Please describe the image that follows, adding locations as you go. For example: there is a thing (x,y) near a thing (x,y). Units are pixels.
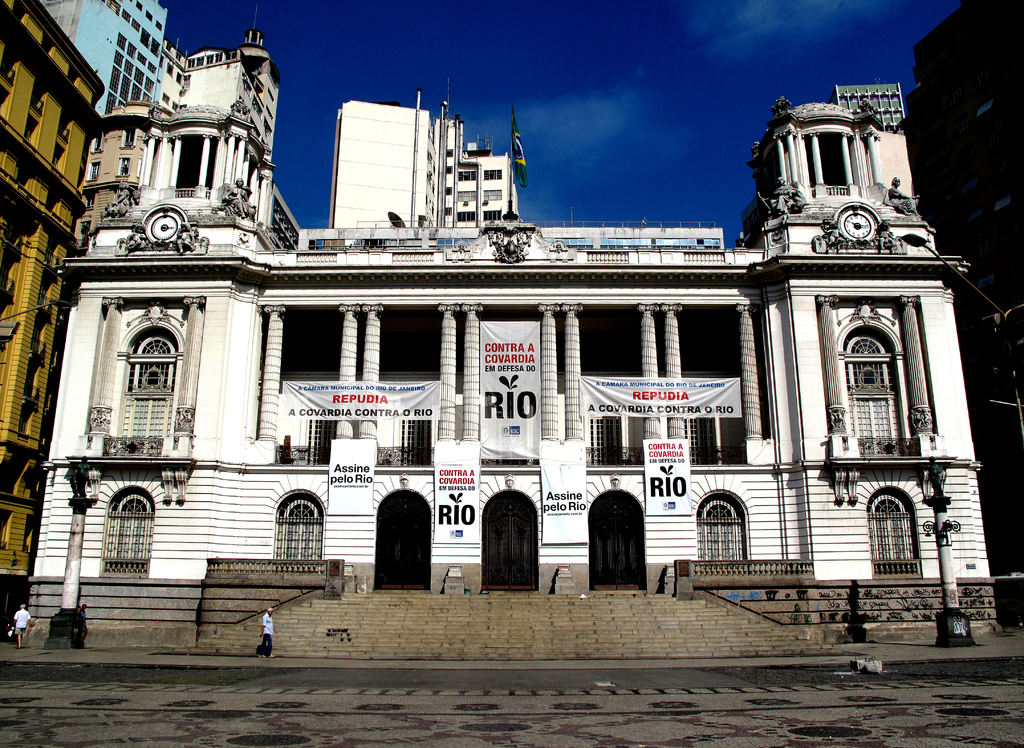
In this image we can see a few buildings (382,435), pillars (103,394), windows (166,385), wall clocks (860,220), there are a few people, poles (942,620), posters (316,399) with some text (335,399) on it, also we can see the sky (609,60).
